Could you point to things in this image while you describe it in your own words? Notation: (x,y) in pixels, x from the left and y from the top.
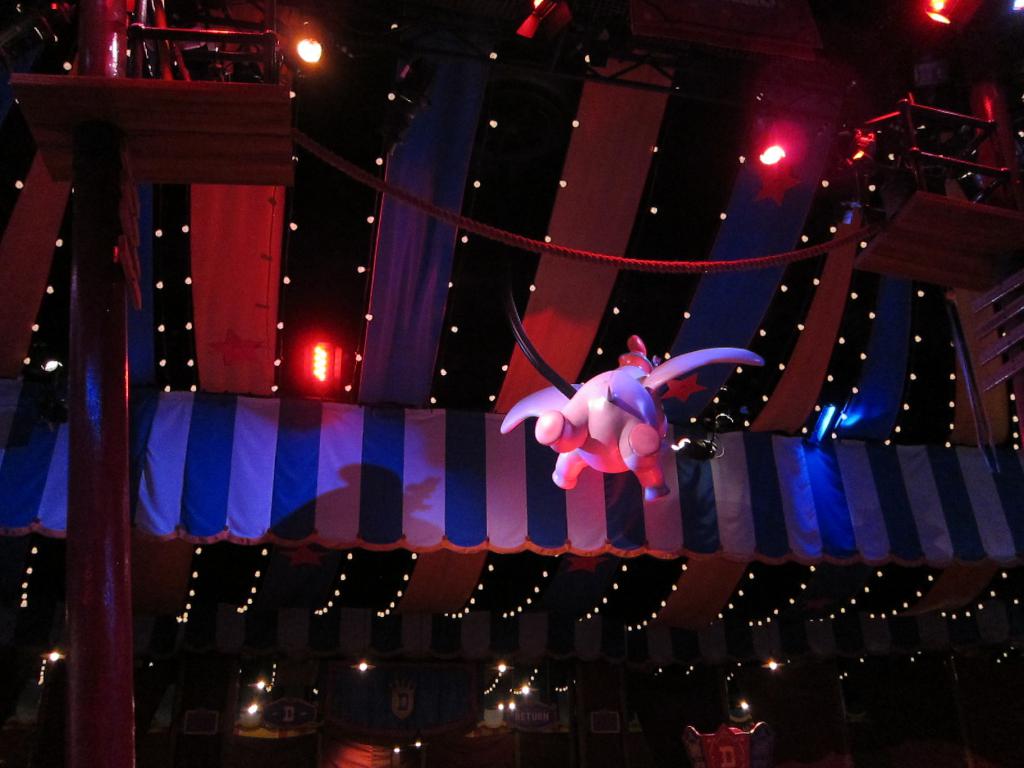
In this picture I can see some lights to the roof (270,566) and I can see a toy (600,467) in the air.
